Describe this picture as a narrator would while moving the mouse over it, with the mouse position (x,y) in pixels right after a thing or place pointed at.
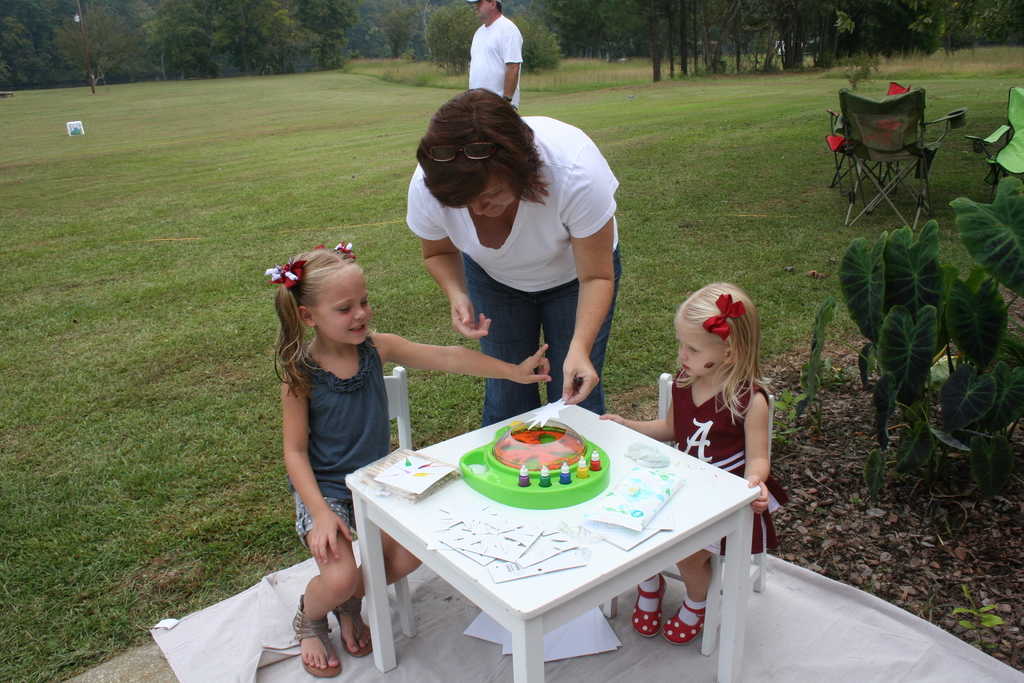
In this image I see a man (498,81) and a woman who are on the grass (62,166) and these 2 girls (369,448) are sitting on the chairs (760,553) and there is table (743,562) in front of them and there are papers (528,540) on it. In the background (12,69) lot of trees (62,71) and a plant (813,385) over here.
